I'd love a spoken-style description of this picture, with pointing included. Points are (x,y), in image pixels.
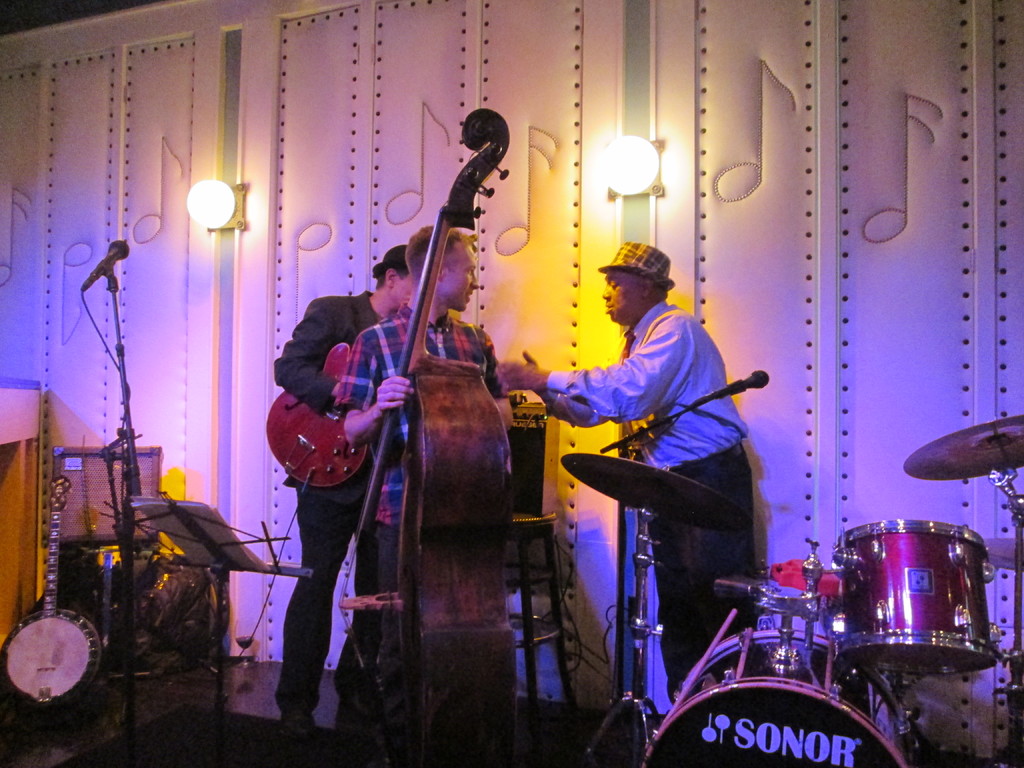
In this Image I see 3 men (401,250) in which 2 of them are holding the musical instruments (448,430) and there are mics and other musical instruments (1019,416) over here. In the background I see 2 lights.
